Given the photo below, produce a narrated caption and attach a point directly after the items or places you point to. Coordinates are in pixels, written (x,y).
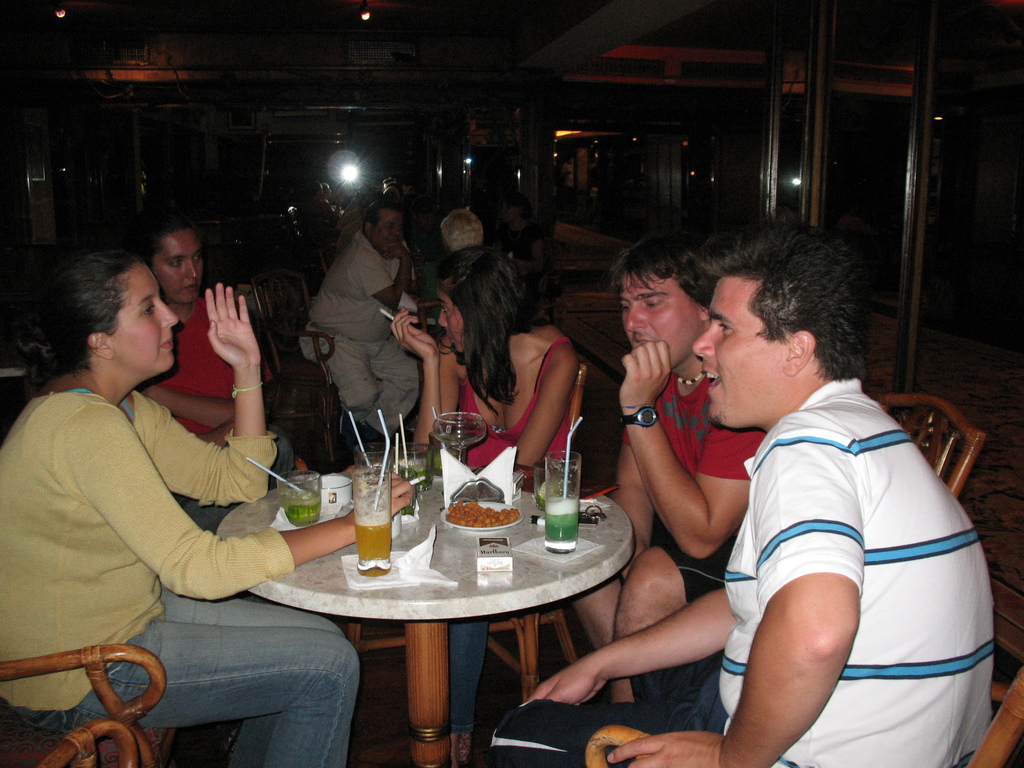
In this picture we can see group of people (469,703) sitting on chairs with table (440,703) in front of them having juice glasses (551,522) present and behind them we can see lights (348,180) present.
